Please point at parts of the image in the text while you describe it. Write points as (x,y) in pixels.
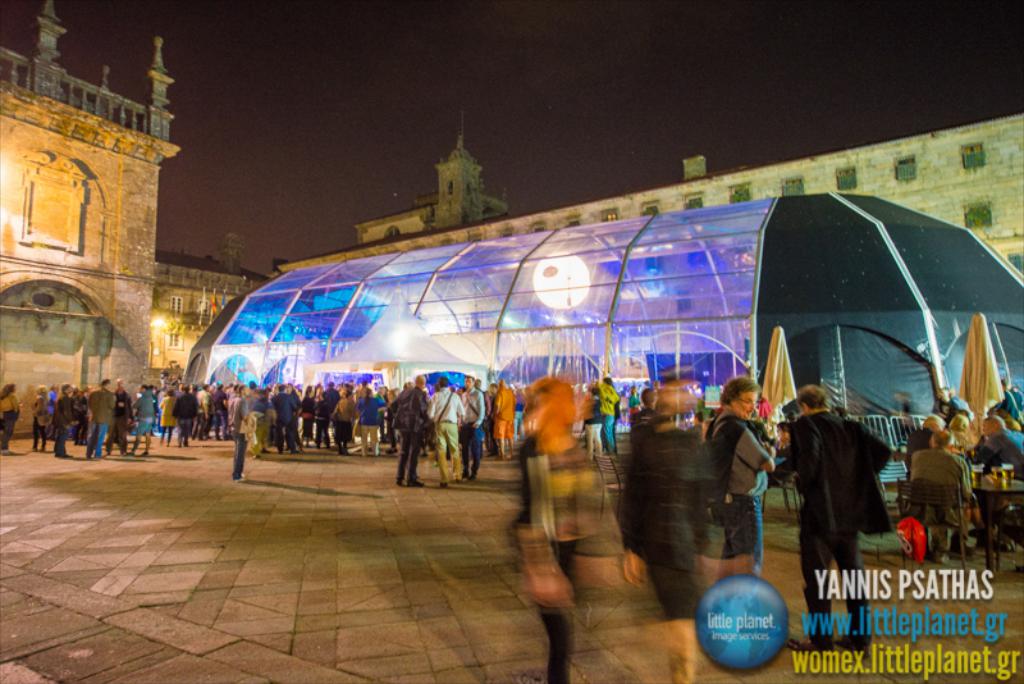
In this image few people (167,434) are standing on the floor (410,540). Behind there are tents (388,341). There is a lamp (556,275) inside the tent (573,310). Background (103,230) there are buildings (394,236). Top of the image (373,121) there is sky (358,102). Behind the tent (223,367) there are few flags (215,303). Right bottom there is some text (851,598). Right side (1006,485) there is a table (989,486) having few glasses (1011,466). Right side there is a fence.
